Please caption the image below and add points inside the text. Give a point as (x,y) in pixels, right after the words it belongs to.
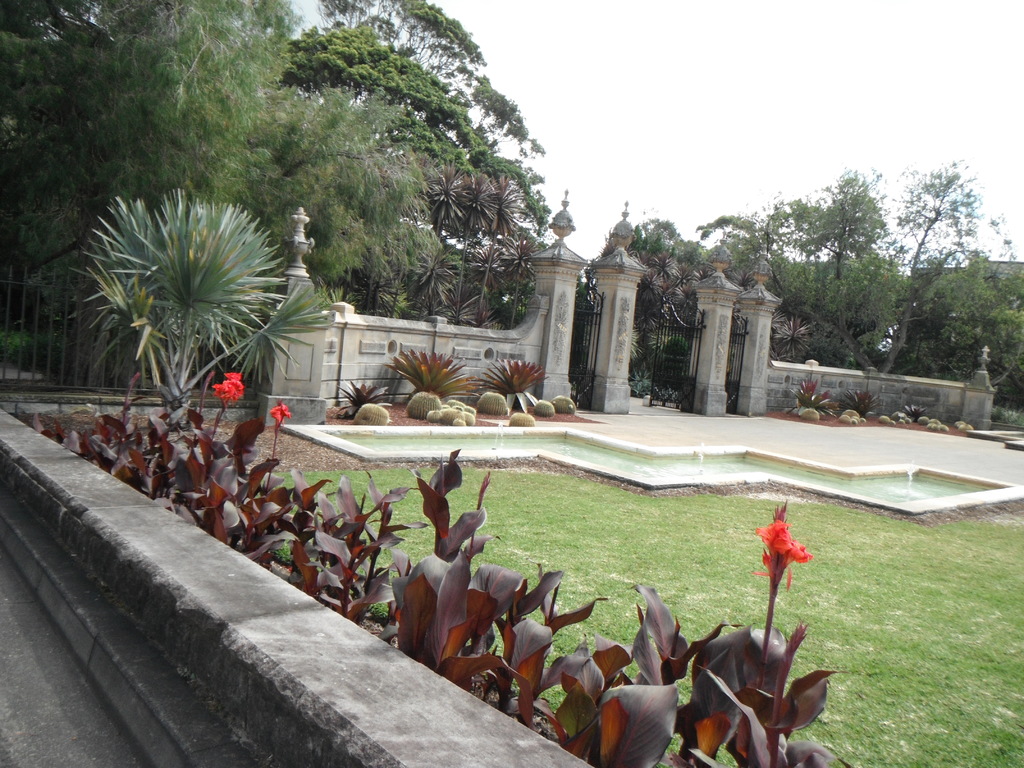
In the foreground of the picture (356,605), there are plants (212,478) behind the stone surface (360,692). We can also see the grassland (756,545), fountain (930,480), plants (555,407), trees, wall (781,373), gate (673,352) and the sky (742,85).
